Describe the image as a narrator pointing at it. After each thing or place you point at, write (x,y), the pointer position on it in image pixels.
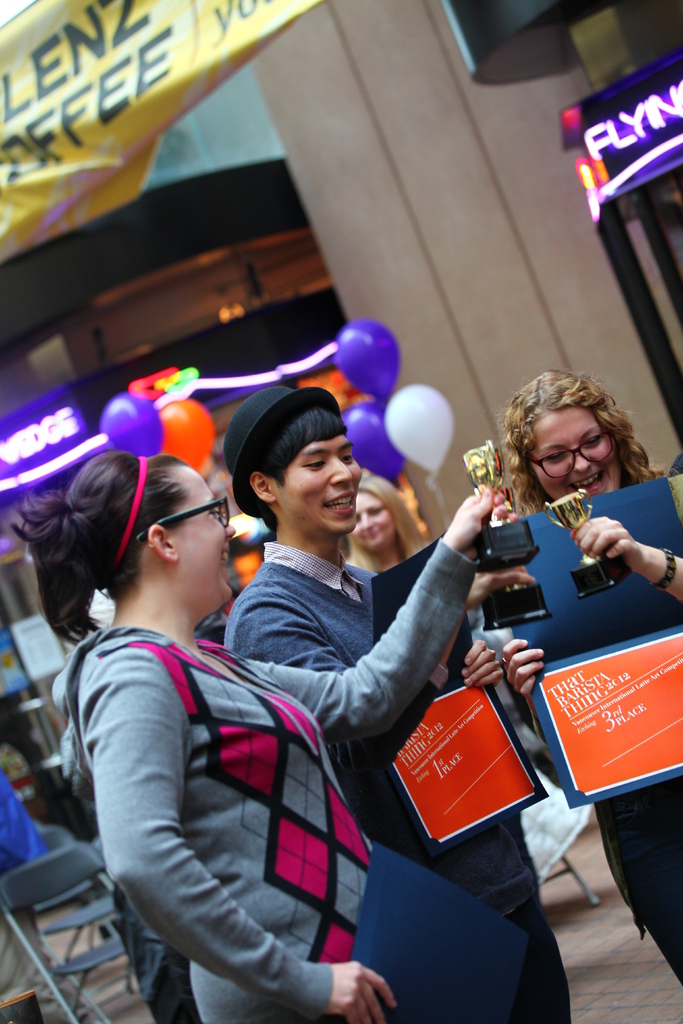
In the image there are two woman (181,687) standing on either side with a man (330,535) standing in the middle (395,577) holding cups (587,494) and board (637,524), in the back (342,129) there is a building (235,205) with chairs (91,871) in front of it and balloons (393,475) hanging to it.
